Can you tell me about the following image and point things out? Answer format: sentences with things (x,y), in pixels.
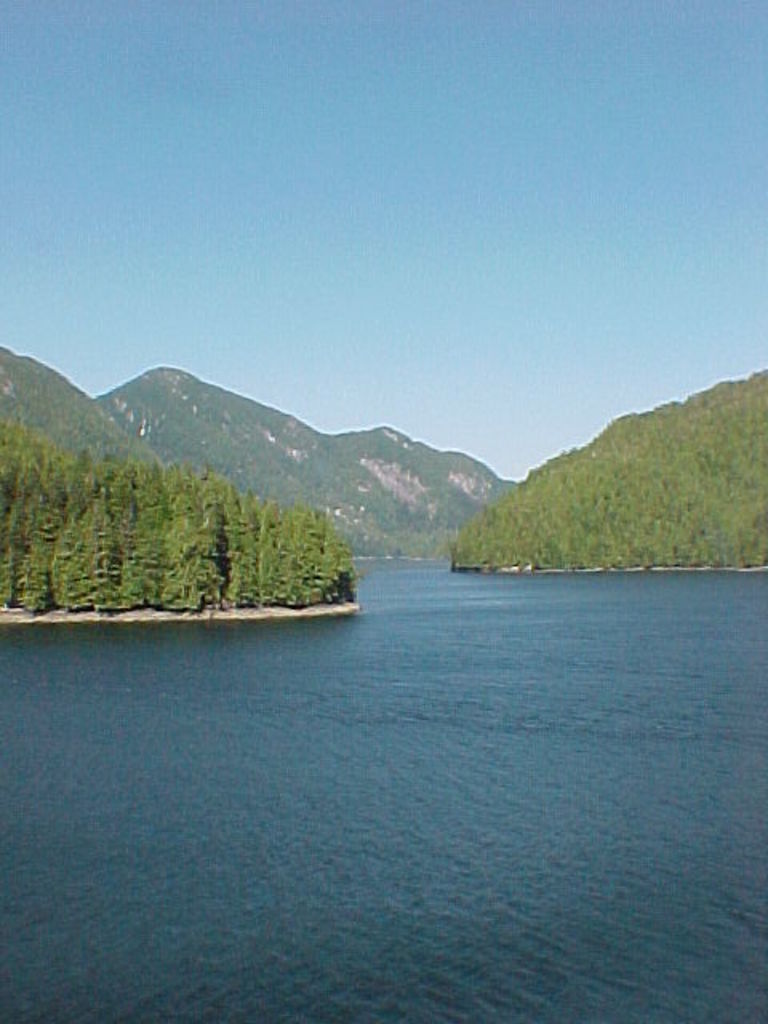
This image is clicked outside. At the bottom (512,955), there is water (435,785). On the left (123,514) and right, there are trees (717,459). In the background (363,461), there is a mountain (34,421). At the top (296,149), there is sky (239,267).
